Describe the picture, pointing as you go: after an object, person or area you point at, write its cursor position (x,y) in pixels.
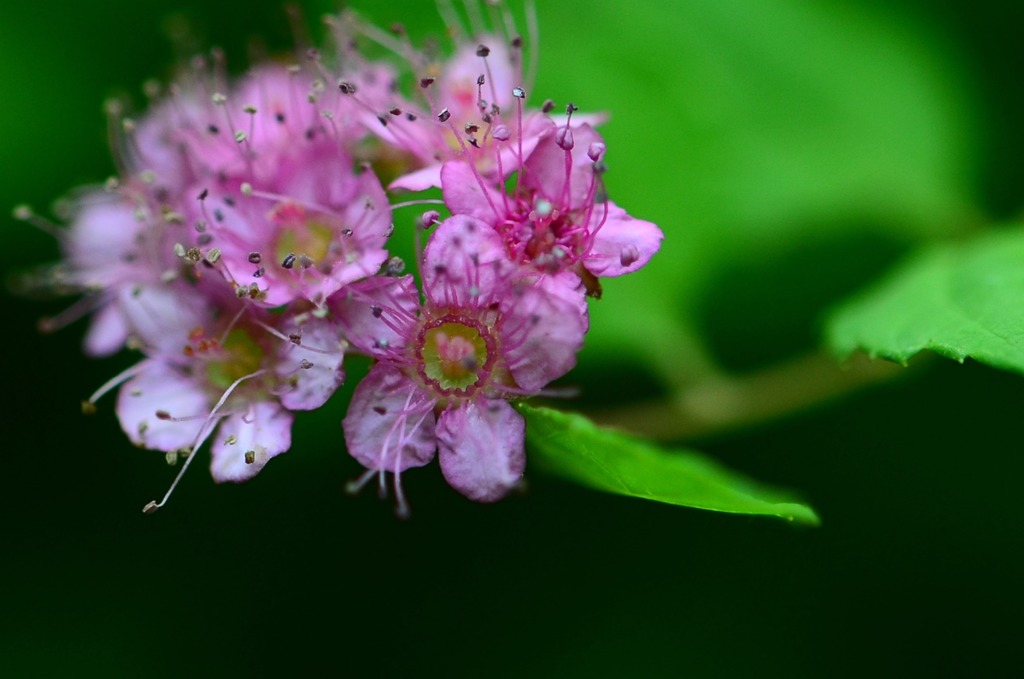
In this picture we can see pink color flowers (242,155) on the plant (608,483). On the right (980,312) we can see leaves (946,334). On the bottom (373,565) we can see darkness (391,649).
